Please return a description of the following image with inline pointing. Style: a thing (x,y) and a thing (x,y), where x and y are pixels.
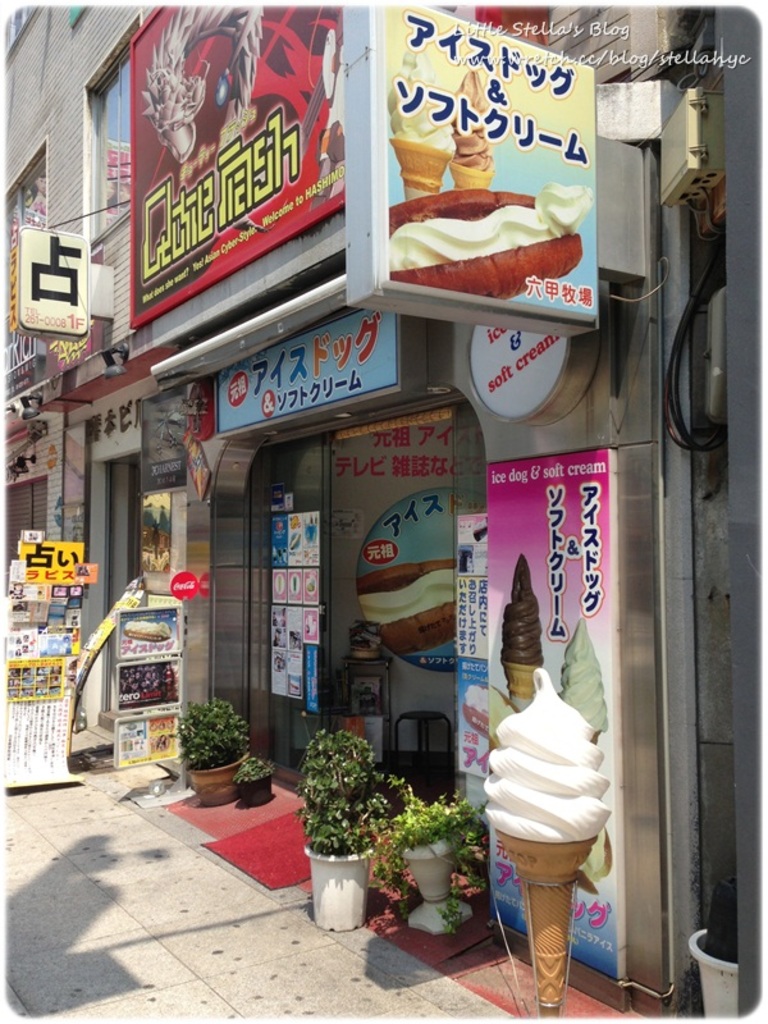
This image is taken outdoors. At the bottom of the image (186,892) there is a floor (222,921). On the right side of the image (544,906) there is an artificial ice cream (557,863). In this image there are many boards (203,62) with text (283,136) and images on them. On the left side of the image (30,664) there a few books (41,656). In the middle of the image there are a few plants (357,767) in the pots (197,796). In the background (124,232) there is a building (10,156).
